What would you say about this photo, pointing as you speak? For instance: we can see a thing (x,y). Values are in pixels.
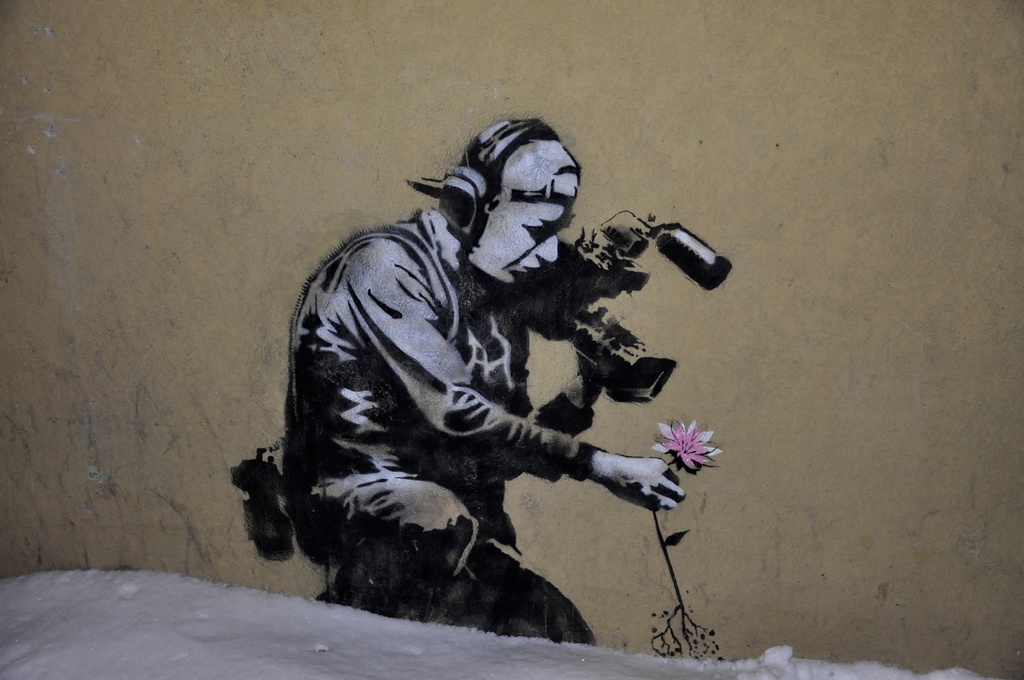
In this image I can see a person's (351,299), object (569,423) and a flowers painting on a wall (794,373). This image is taken may be during a day on the ice road (321,620).
